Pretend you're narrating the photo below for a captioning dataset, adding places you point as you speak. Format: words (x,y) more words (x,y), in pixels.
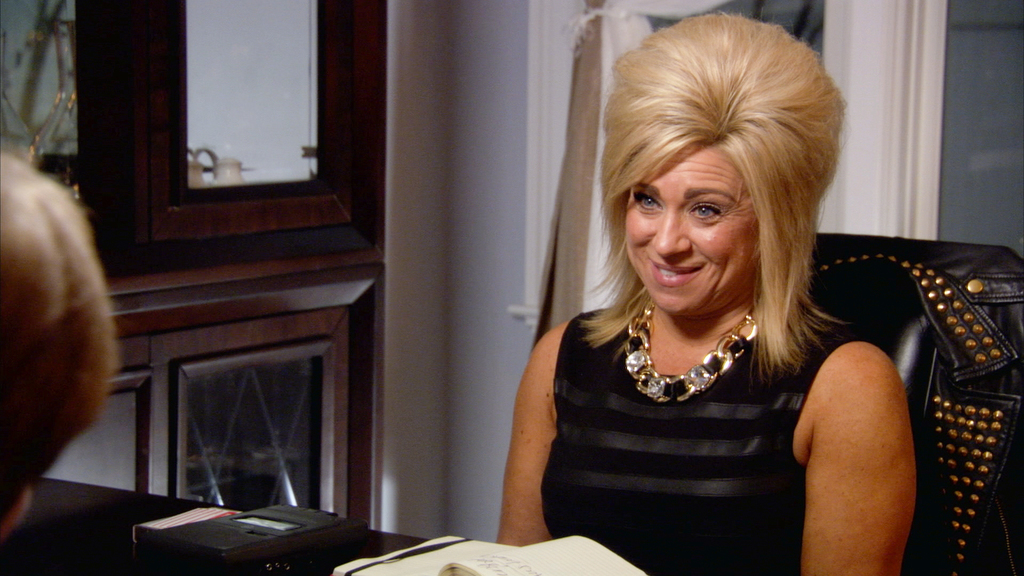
In this image we can see two persons (745,325), a lady (838,359) sitting on the chair (923,351), there is a jacket (965,354) on the chair (922,447), in front of her there is an electronic gadget (286,539), and book (361,570) on the table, there is a curtain (599,42), also we can see the wall (403,171).
